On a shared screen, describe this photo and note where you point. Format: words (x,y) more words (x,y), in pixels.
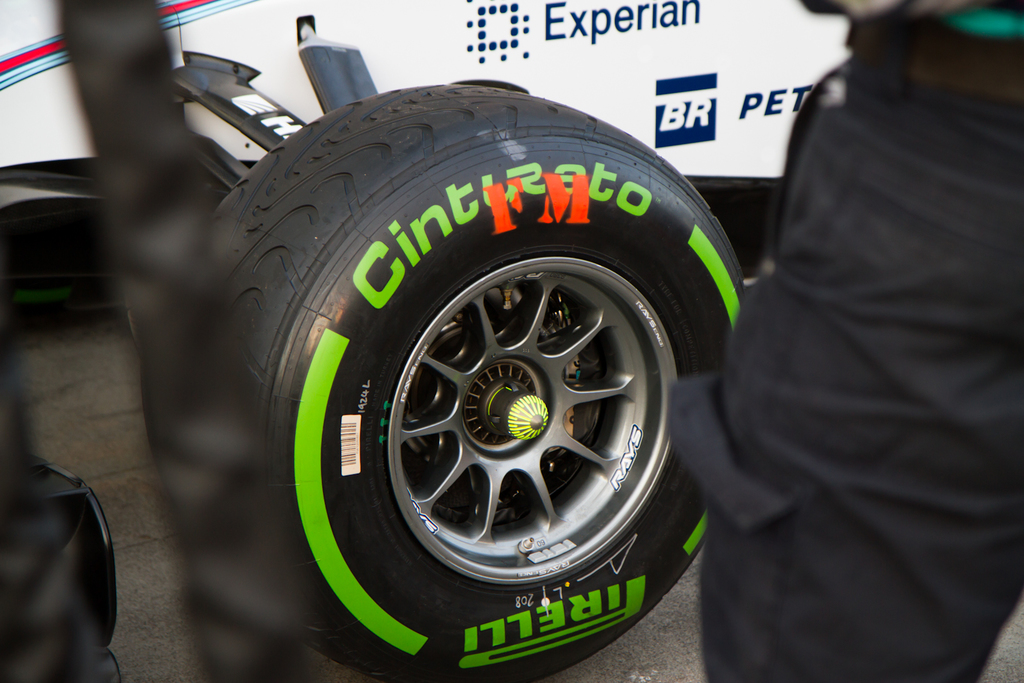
In this image we can see the wheel (604,313) of a racing car (604,360). Here we can see a person (987,587) on the right side (774,352), though his face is not visible.
